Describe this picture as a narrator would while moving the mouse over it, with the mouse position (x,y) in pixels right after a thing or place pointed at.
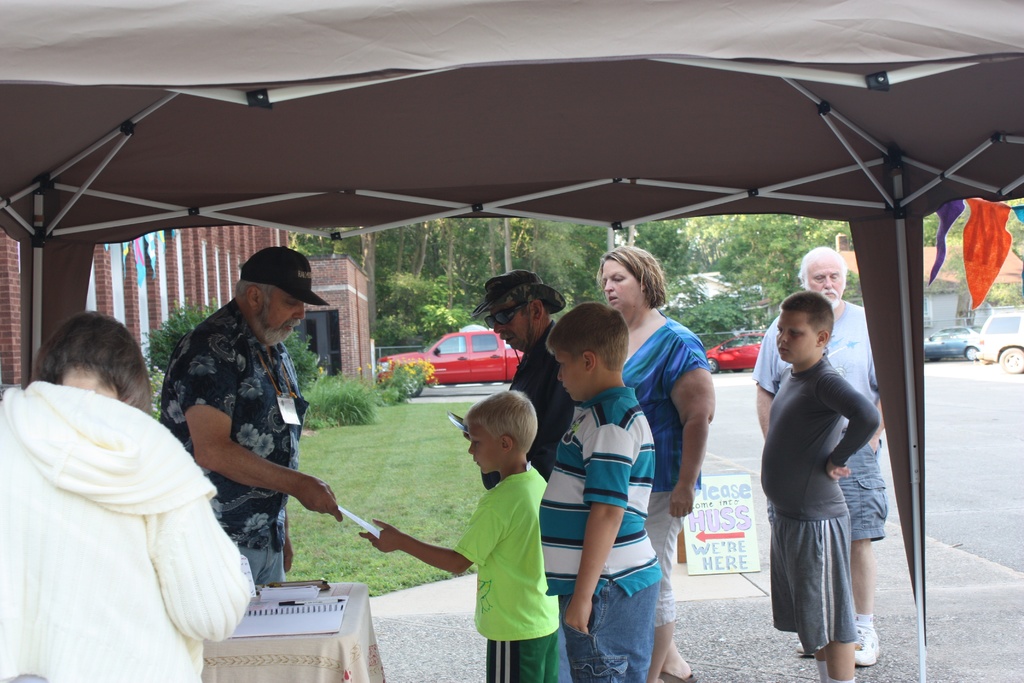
In this image in the center (523,367) there are a group of people (652,399) and some children (588,457) are standing, and there is a table (279,639). On the table (312,612) there are some books (317,611) and clothes (324,640), and one person (274,524) is giving a paper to one boy (478,523). And in the background (732,480) there are boards (740,498), buildings (951,305), trees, cars (455,345), plants (380,399) and grass (417,491). At the bottom (406,656) there is a walkway (1000,590), and at the top of the image (564,139) it look like a tent (452,151).
